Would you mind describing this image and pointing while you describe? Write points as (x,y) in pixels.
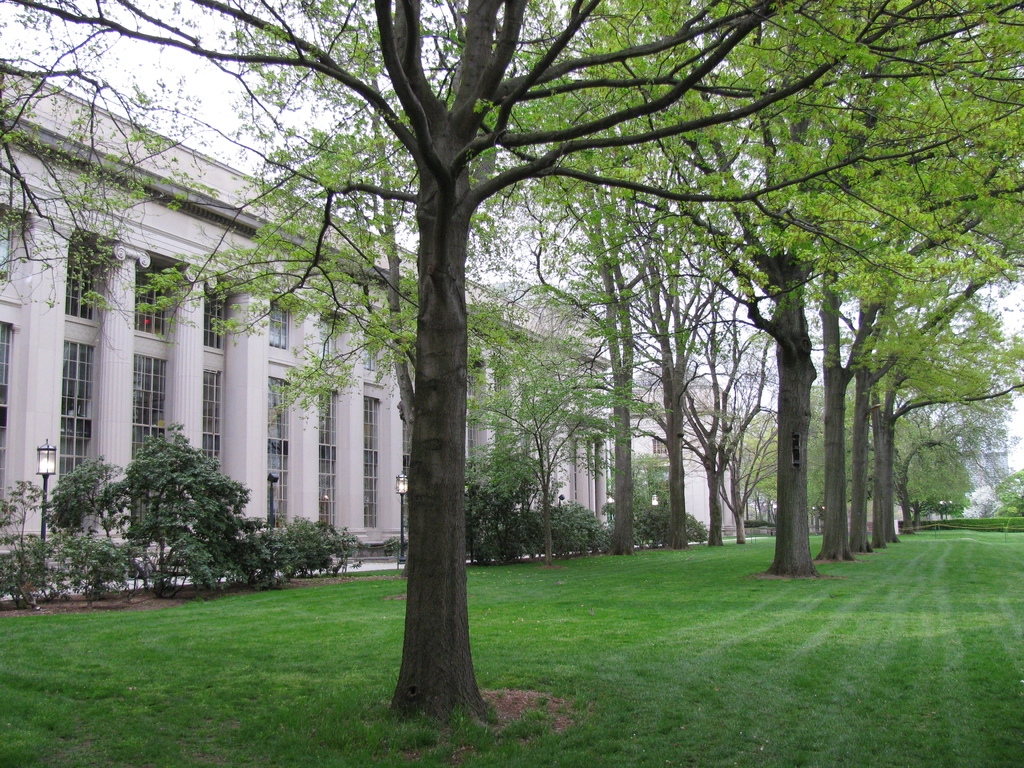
In this picture we can see trees (452,541) and on the left side of the trees (459,601) there are poles (44,470) with lights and a building (27,436). Behind the building (263,336) there is a sky (149,72).
